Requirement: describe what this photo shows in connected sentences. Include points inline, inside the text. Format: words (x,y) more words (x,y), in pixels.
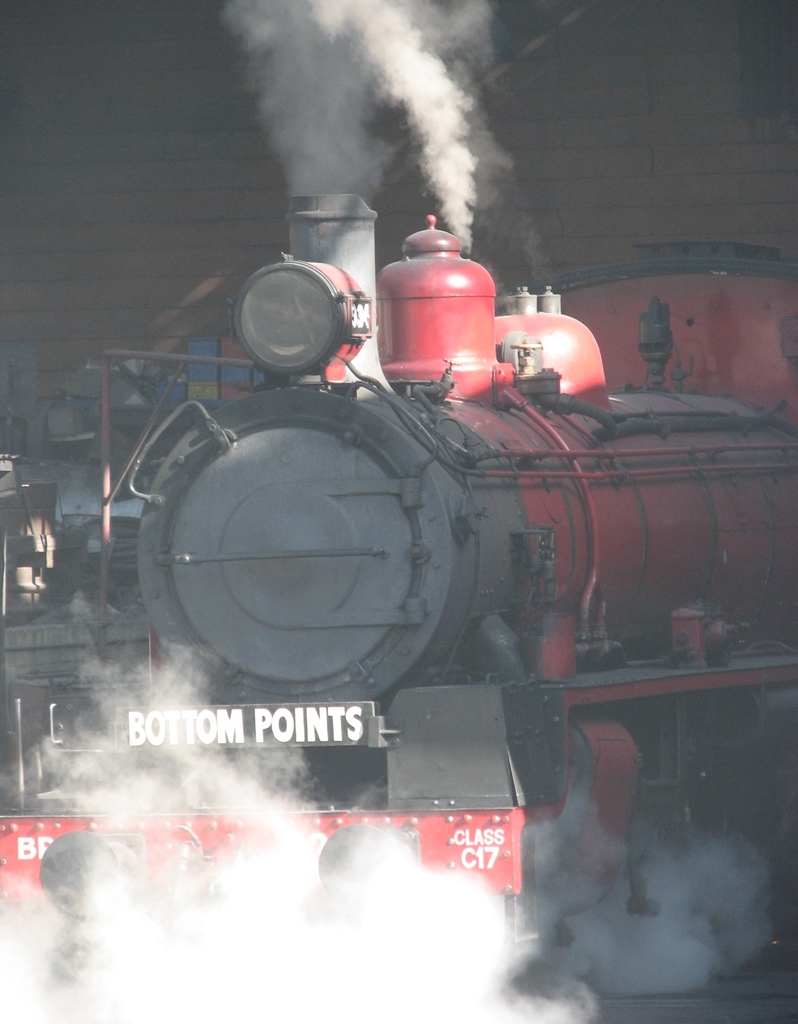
In the image we can see a steam engine (362,482), text (299,720), smoke (301,965) and a wall (53,258).
